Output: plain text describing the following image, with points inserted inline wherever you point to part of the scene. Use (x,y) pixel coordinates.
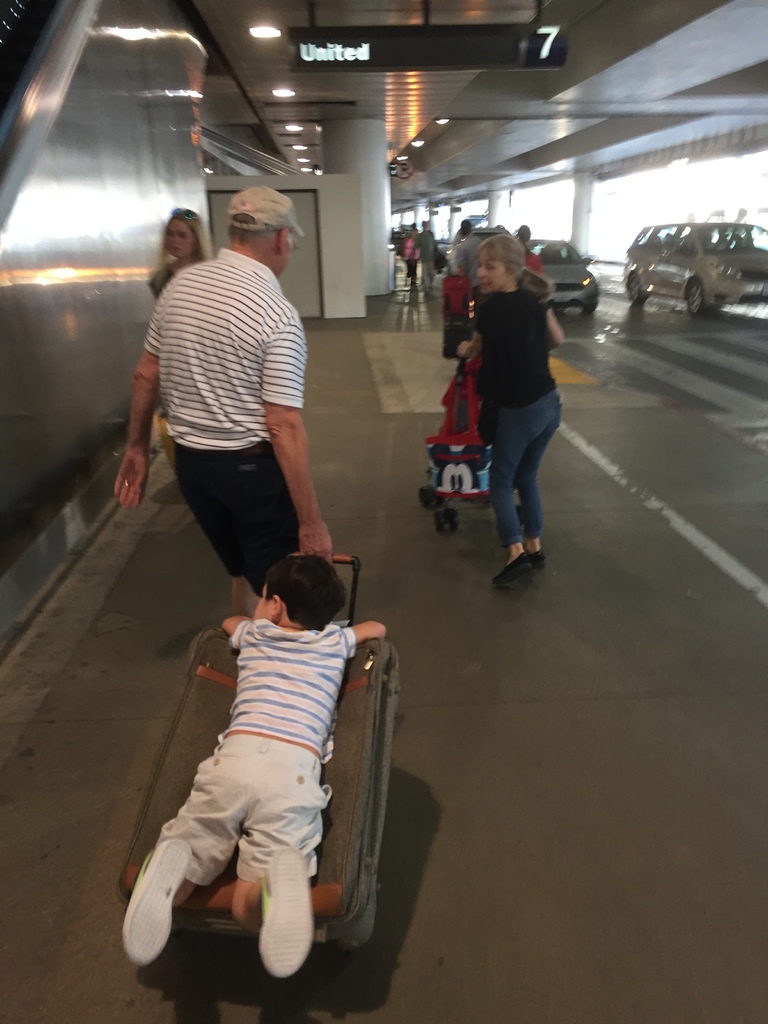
In this image I can see there are few persons (282,372) walking and they are holding trolleys (365,709), there is a boy (305,707) lying on the trolley (219,890) and there are few cars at right side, there are a few pillars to the right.
